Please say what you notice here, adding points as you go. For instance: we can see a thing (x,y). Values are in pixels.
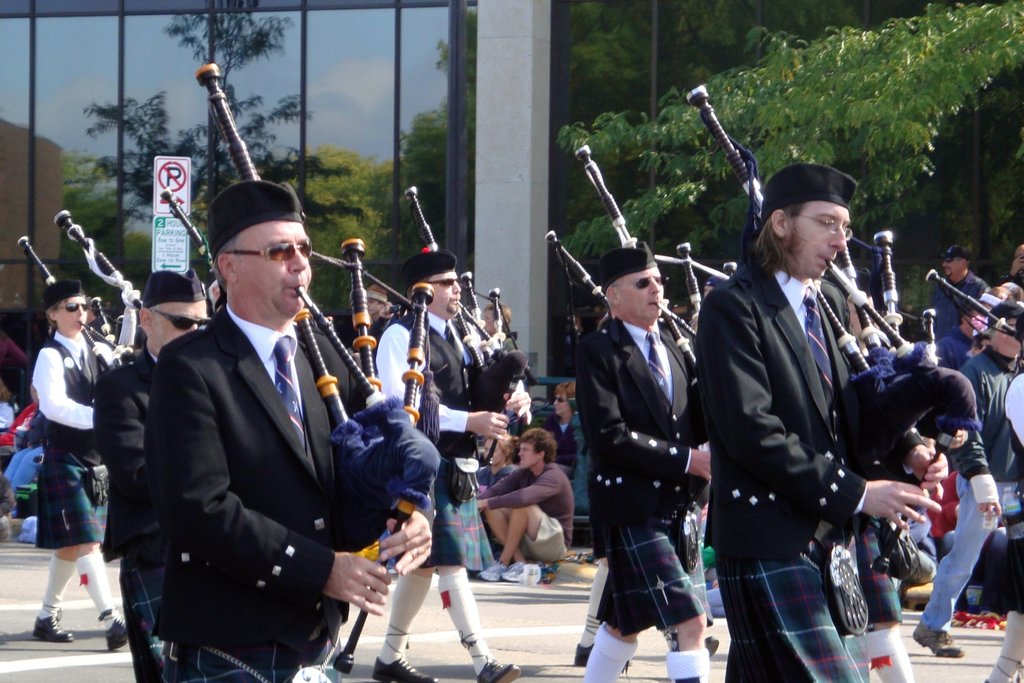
There are people (122,540) in the foreground area of the image (517,358), by holding musical instruments (526,364) in their hands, there are trees (764,101), building (509,166) and a pole (484,228) in the background (227,161).
